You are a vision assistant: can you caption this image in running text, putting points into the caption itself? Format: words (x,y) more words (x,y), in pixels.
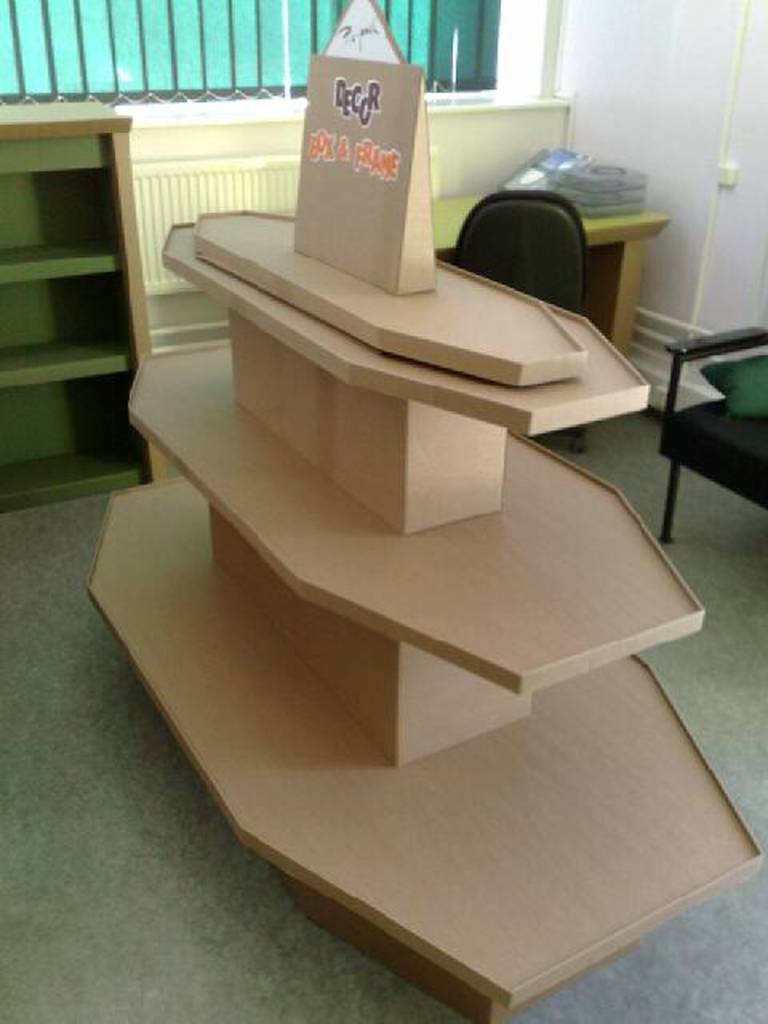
In this image I can see the rack (79,156), chair (719,422), brown color object (668,810) and few objects (617,193) on the table (647,217). I can see the wall (644,70) and the window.
